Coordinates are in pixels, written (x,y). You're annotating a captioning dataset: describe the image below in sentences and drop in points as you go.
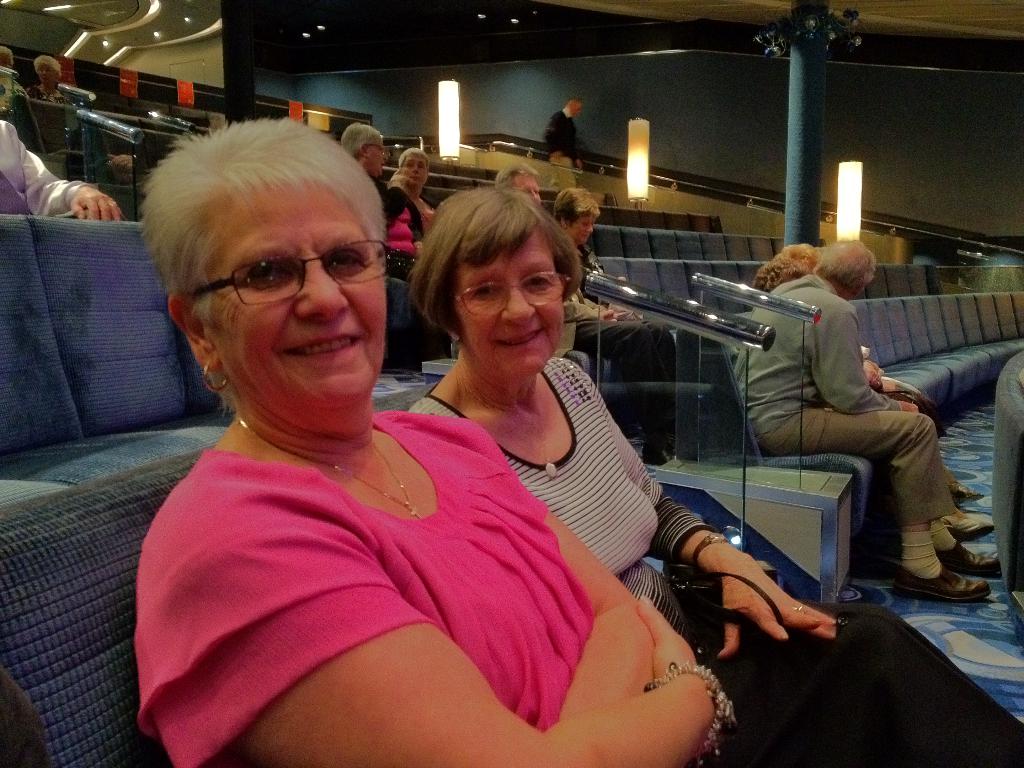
In this image we can see few people (387,432) sitting on the chairs (404,405). There are few glass objects (681,391) in the image. There are many lamps (854,206) in the image. There is an auditorium (681,375) in the image.
